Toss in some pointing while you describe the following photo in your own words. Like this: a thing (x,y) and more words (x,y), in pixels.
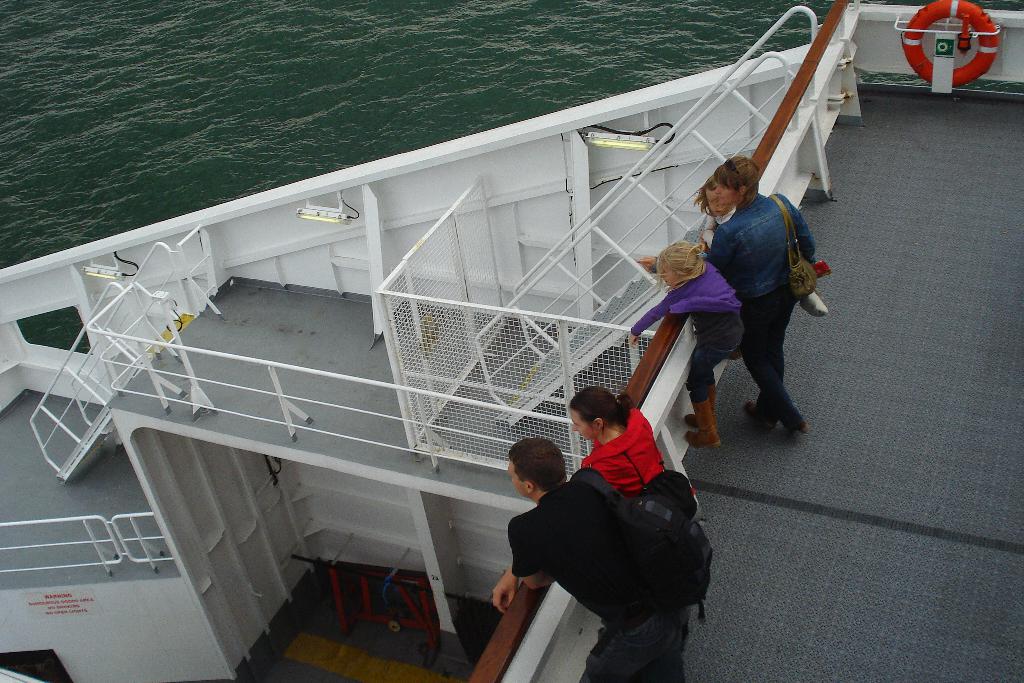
In the picture we can see a ship (1011,524) which is white in color with some railings (725,73) and a mat (967,233) on and some people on it and beside we can see a water (85,159).
